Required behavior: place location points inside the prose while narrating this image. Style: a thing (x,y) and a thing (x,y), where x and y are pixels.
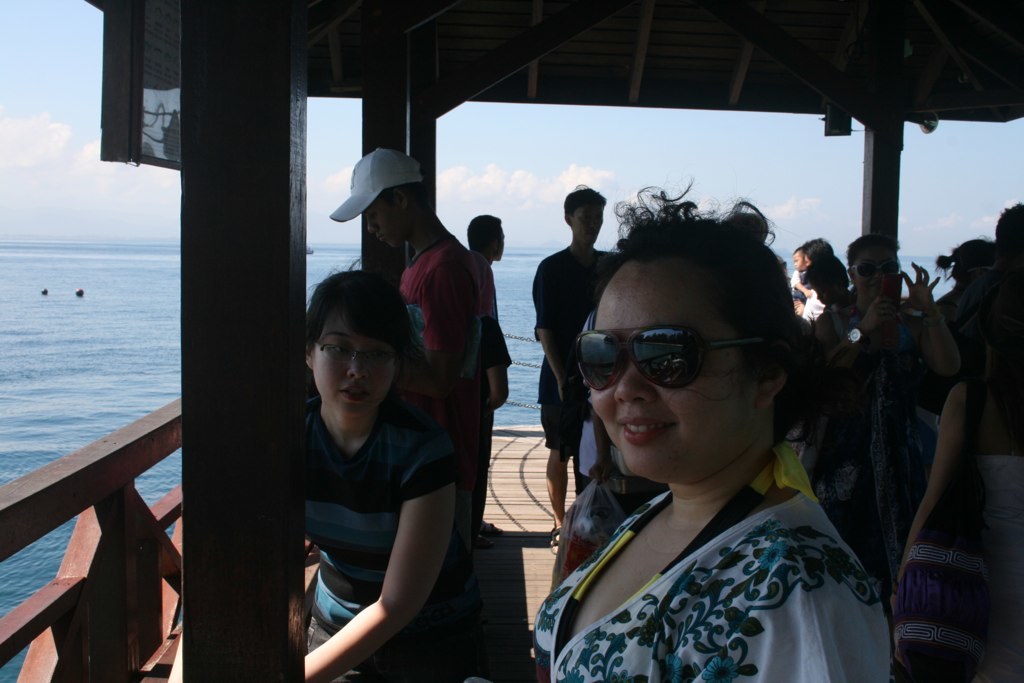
Here we can see group of people (782,439) and there is a board (159,119). This is water (78,310). In the background (141,184) there is sky (829,161) with clouds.
